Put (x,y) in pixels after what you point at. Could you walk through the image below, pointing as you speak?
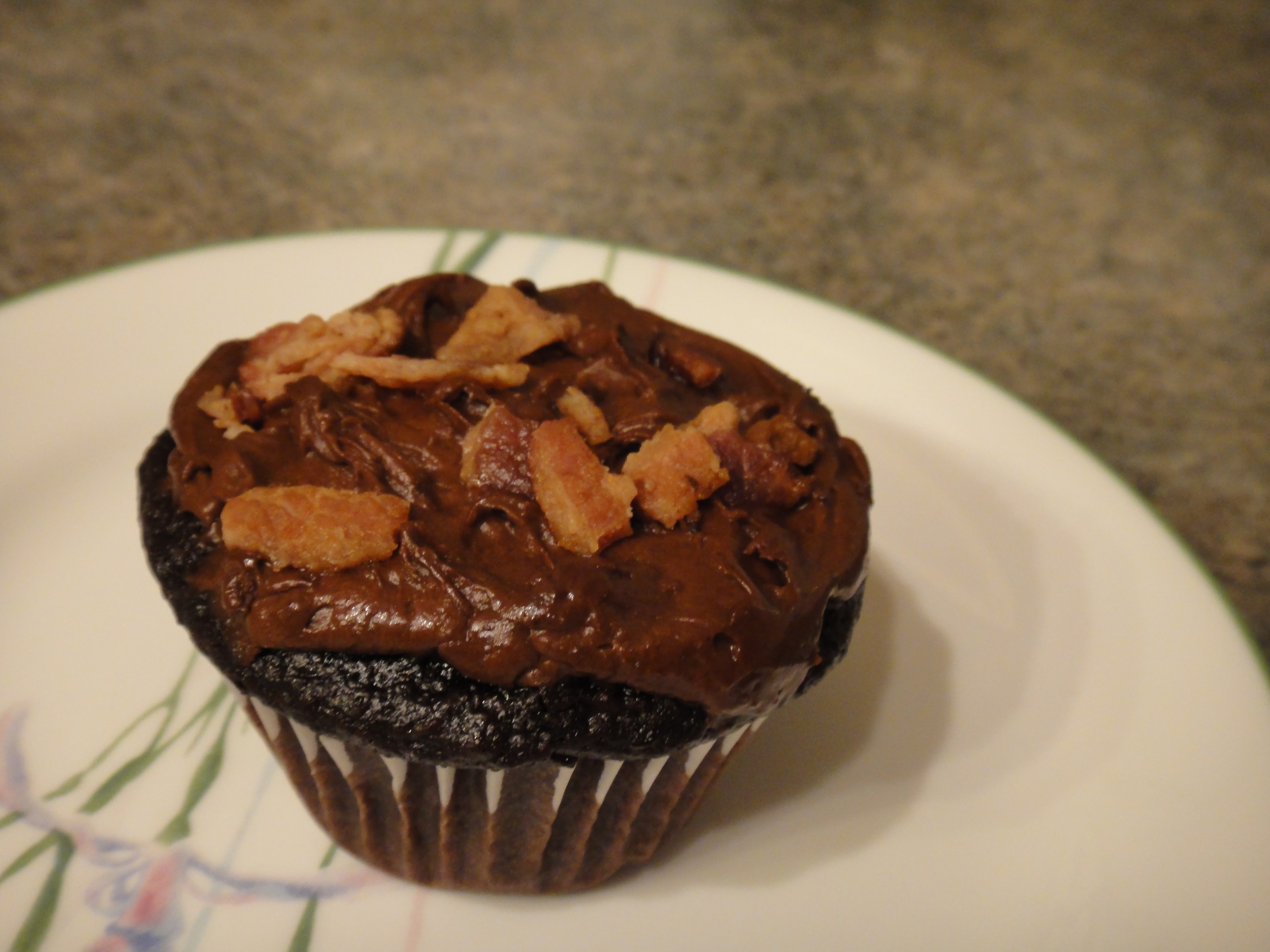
In this image there is a plate (709,322) having a cupcake (553,717) placed on it. Plate (874,903) is placed on a stone slab (796,159).
